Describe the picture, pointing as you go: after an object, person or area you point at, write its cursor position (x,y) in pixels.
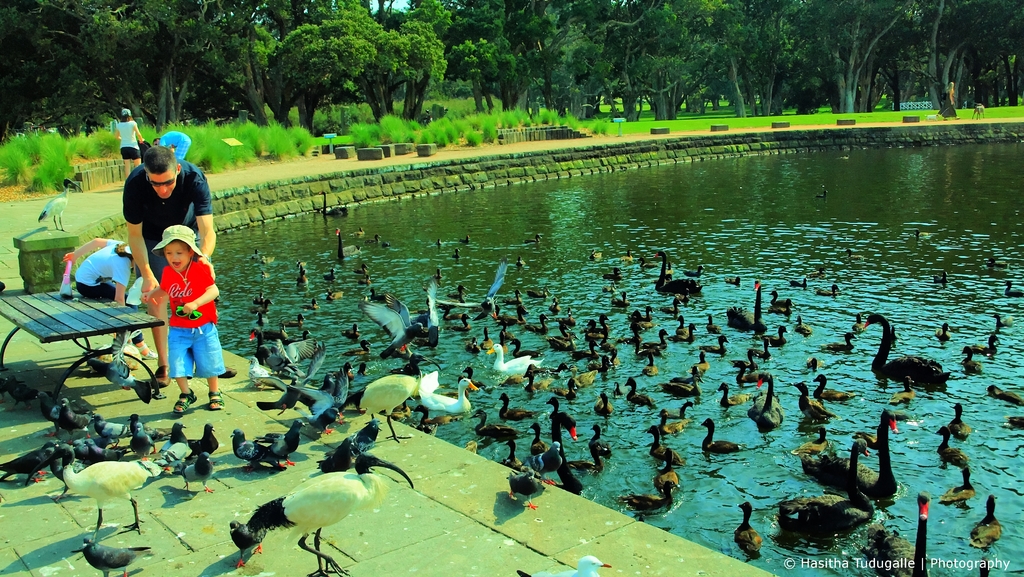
In this image we can see a group of birds (609,364) in a water body (642,438). We can also see some people (156,328) standing on the surface (244,505), a woman (87,295) sitting on a bench (85,310) and some birds (175,440) beside them. On the backside (398,101) we can see two people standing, some plants (261,133), grass (477,129), a group of trees (381,98) and the sky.
